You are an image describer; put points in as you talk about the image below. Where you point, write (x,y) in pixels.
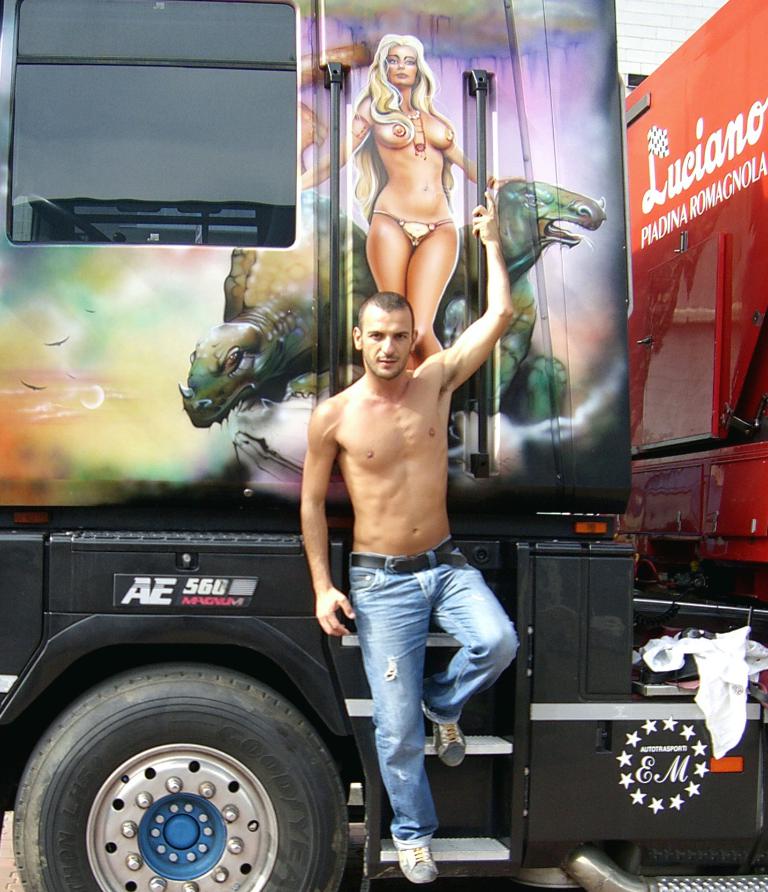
In this picture there is a man (441,697) standing on the vehicle (60,577) and there is a board (507,73) on the vehicle (548,318). On the board (584,96) there is a picture (107,443) of a woman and animals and there is text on the vehicle (696,730).
